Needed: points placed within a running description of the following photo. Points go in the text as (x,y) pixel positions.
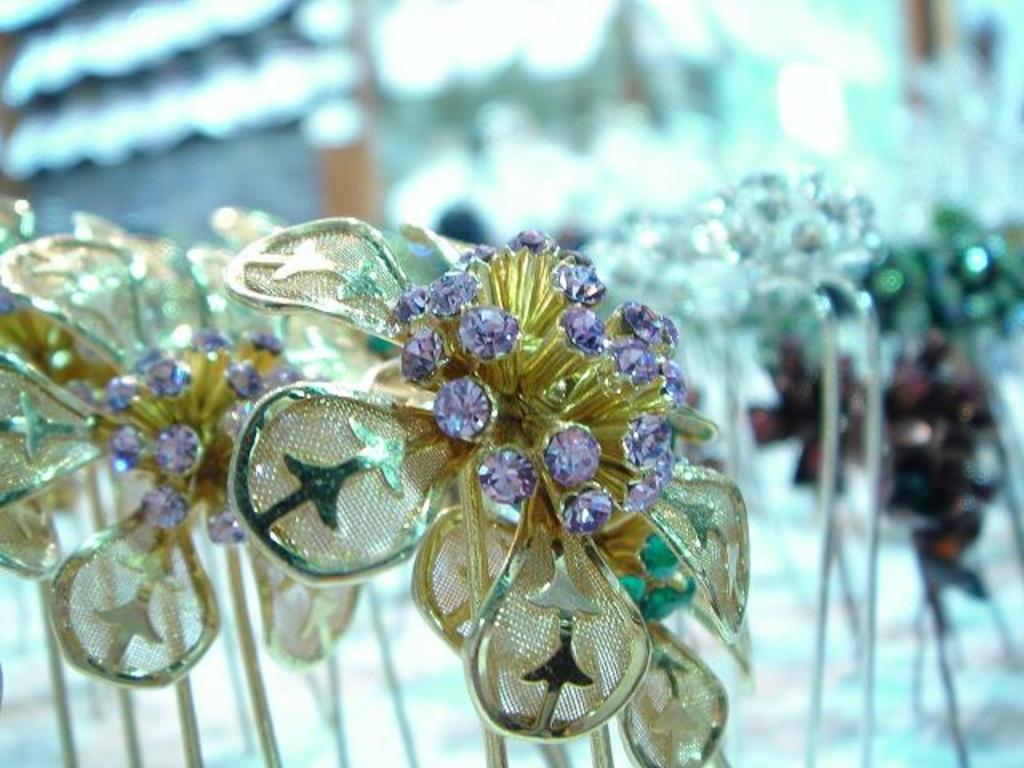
Here we can see ornaments (63,474). Background (729,120) it is blur.
